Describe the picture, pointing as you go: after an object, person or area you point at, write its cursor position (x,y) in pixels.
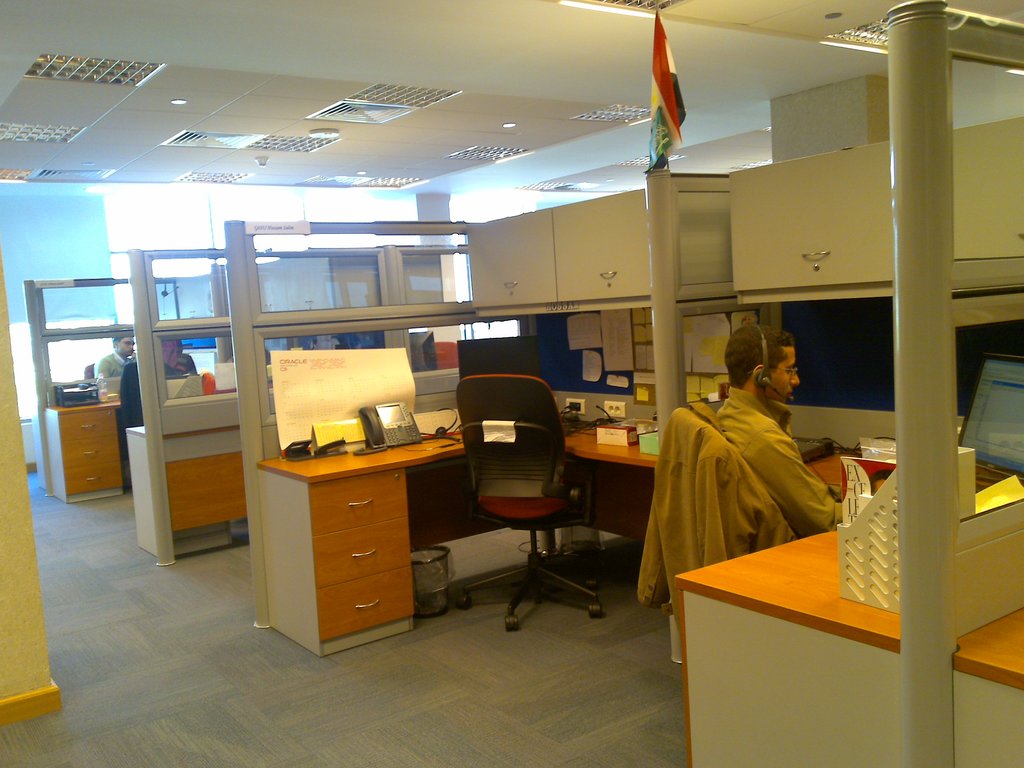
In this image there is a person (772,363) sitting at the right side of image (760,419) having headsets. There is a monitor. In middle of image (634,407) there is a cabin (398,612) having chair (522,388), table (617,449) and telephone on table (406,465) and left side (121,348) there are persons (109,354).
